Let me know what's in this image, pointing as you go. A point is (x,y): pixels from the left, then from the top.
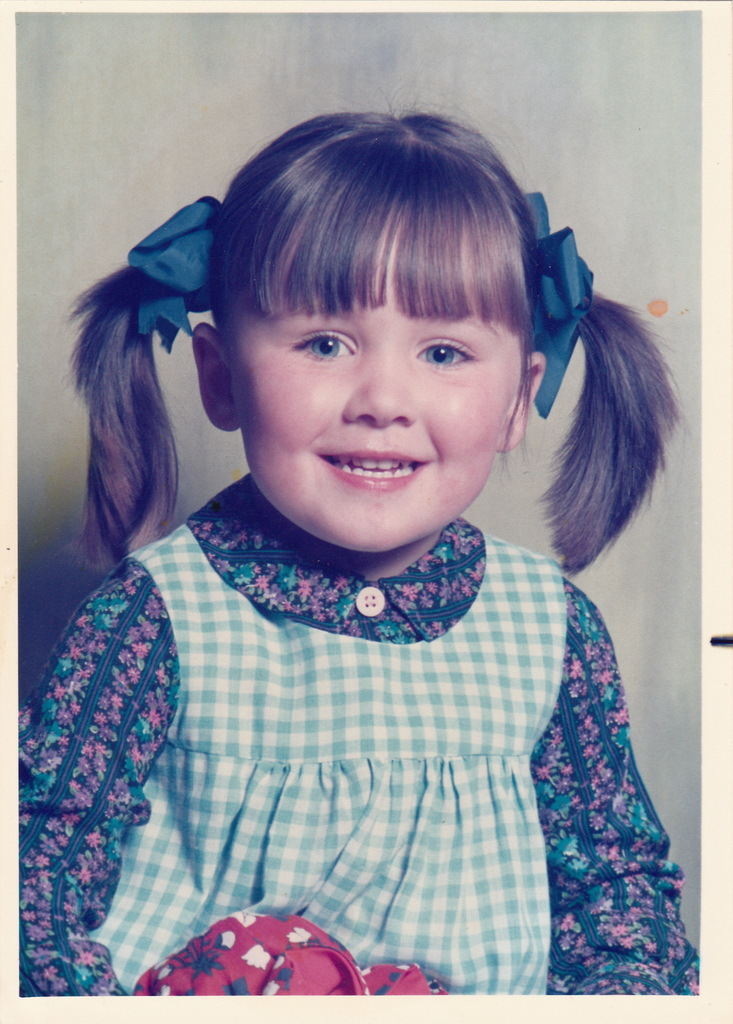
Here we can see a girl (569,473) and she is smiling.
